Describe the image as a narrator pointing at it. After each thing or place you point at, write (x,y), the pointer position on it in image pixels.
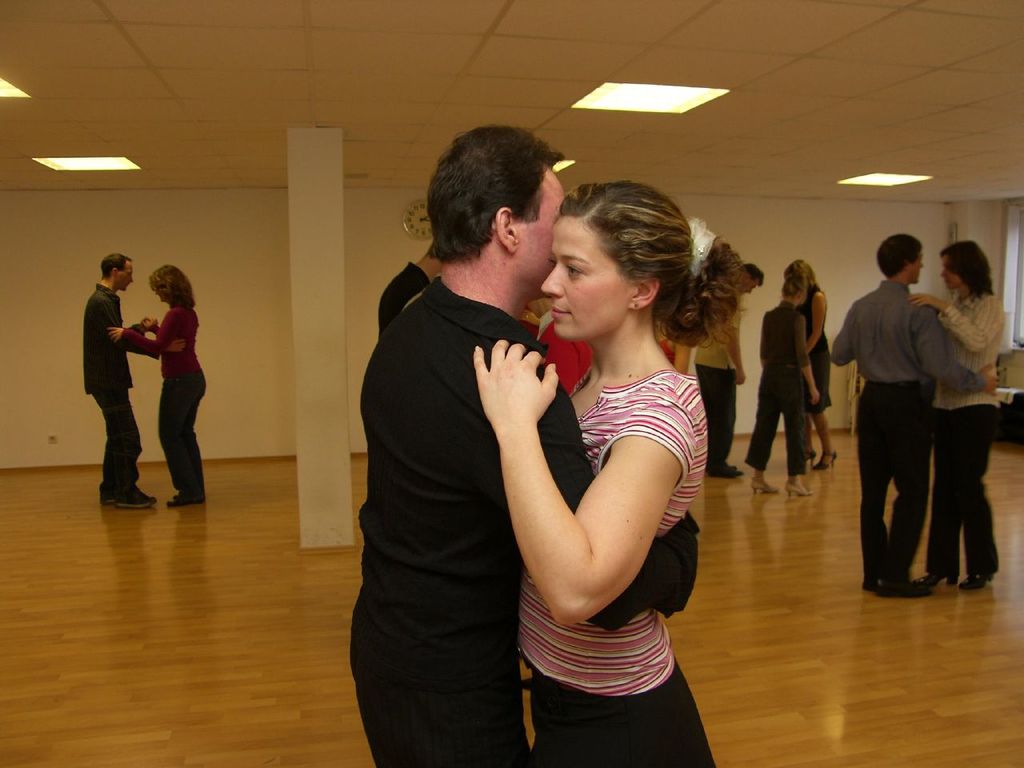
In the center of the image (399,508) we can see couple (461,533) standing on the floor (340,681). In the background (58,249) we can see many persons (174,276), pillar (296,215), wall (245,360) and lights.
